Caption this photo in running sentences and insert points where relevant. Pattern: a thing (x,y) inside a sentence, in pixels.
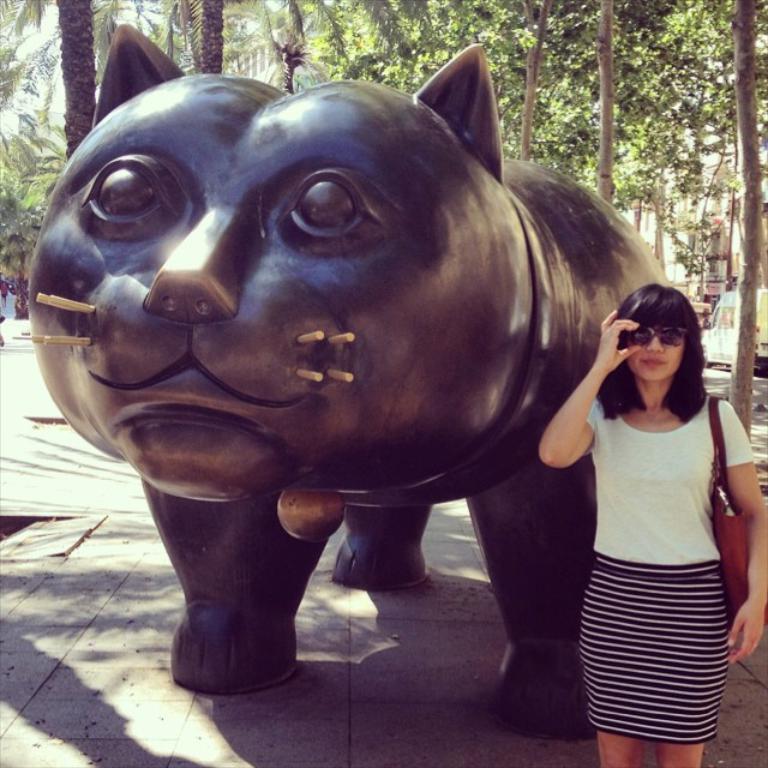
In this picture, we can see a statue (523,568) of an animal (101,172) and a person (682,312) holding bag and sunglasses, we can see the ground (133,764), trees (681,99), buildings (689,199), vehicle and the sky (57,48).
